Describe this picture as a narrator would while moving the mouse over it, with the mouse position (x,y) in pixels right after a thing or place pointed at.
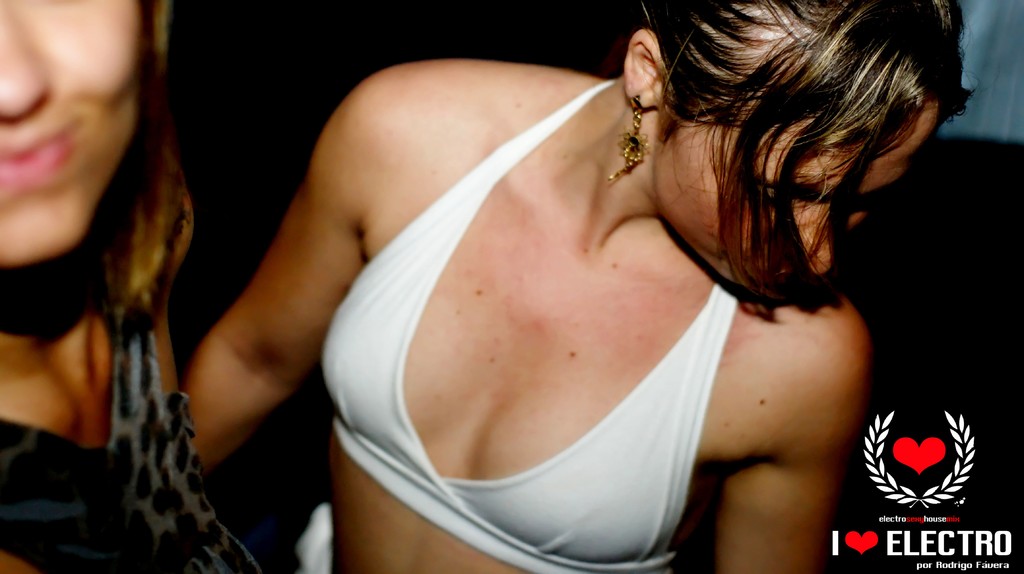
Here we can see two women (556,331). In the background (336,28) the image is dark but there is an object (998,62) on the right side (1012,39) at the top corner (1016,43) and at the bottom corner (934,534) there is a logo (932,490) and text (924,547) written on the image.
